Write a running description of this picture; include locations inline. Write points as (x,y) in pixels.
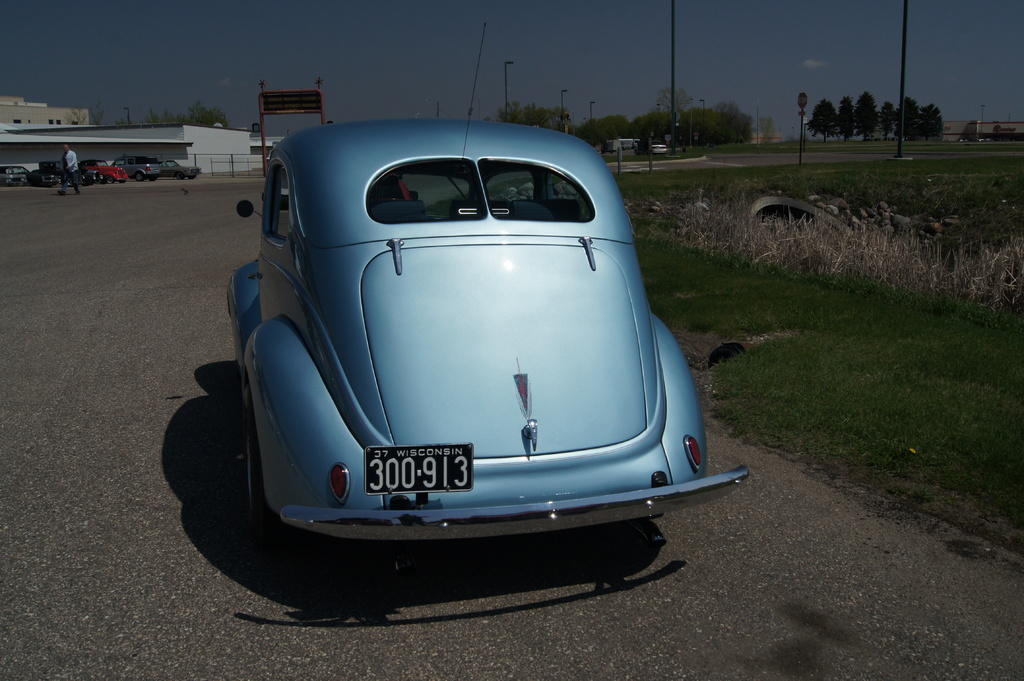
In the middle (418,313) it is a car (486,487) which is in sky blue color, in the left side (70,164) a person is walking on the road (117,285). Right side (840,127) there are trees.
